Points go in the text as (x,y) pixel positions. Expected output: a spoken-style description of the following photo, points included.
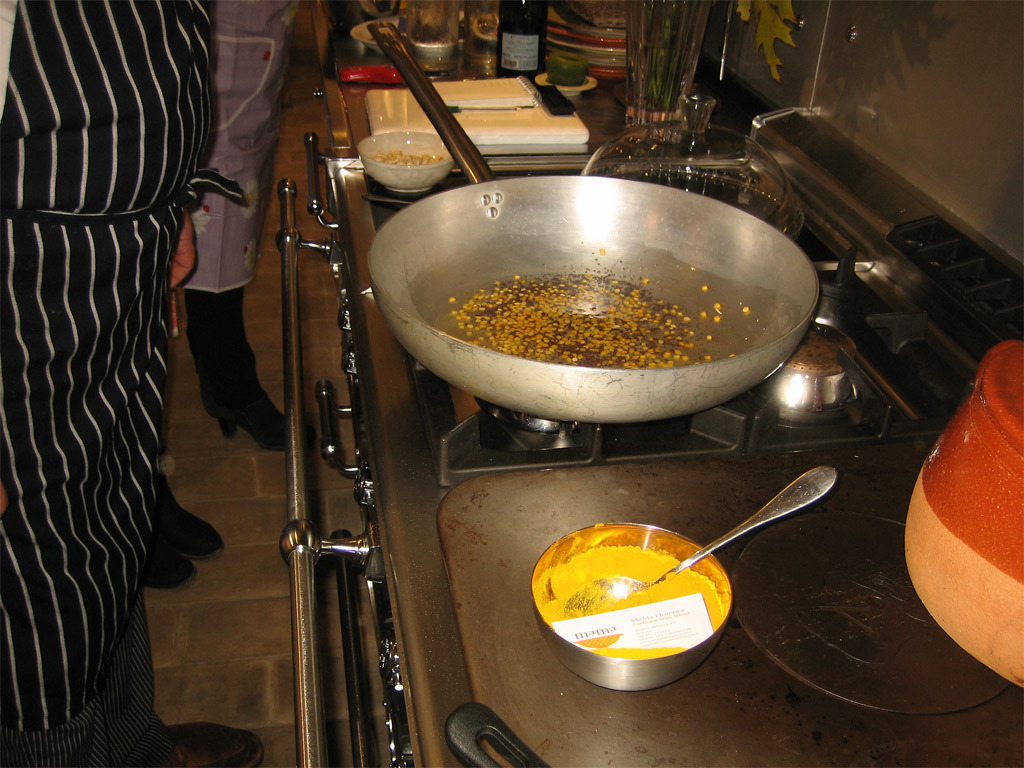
In this image we can see some food items (578,297) in a pan (569,237), which is on the stove (830,332), there is turmeric (619,551) and a spoon (687,563) in a bowl (674,552), there is a jar (645,66), bottle (531,64), food item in a bowl (437,139), there is a book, all those are on the kitchen slab (811,527), also we can see handle (309,609), there are two persons (114,250).
